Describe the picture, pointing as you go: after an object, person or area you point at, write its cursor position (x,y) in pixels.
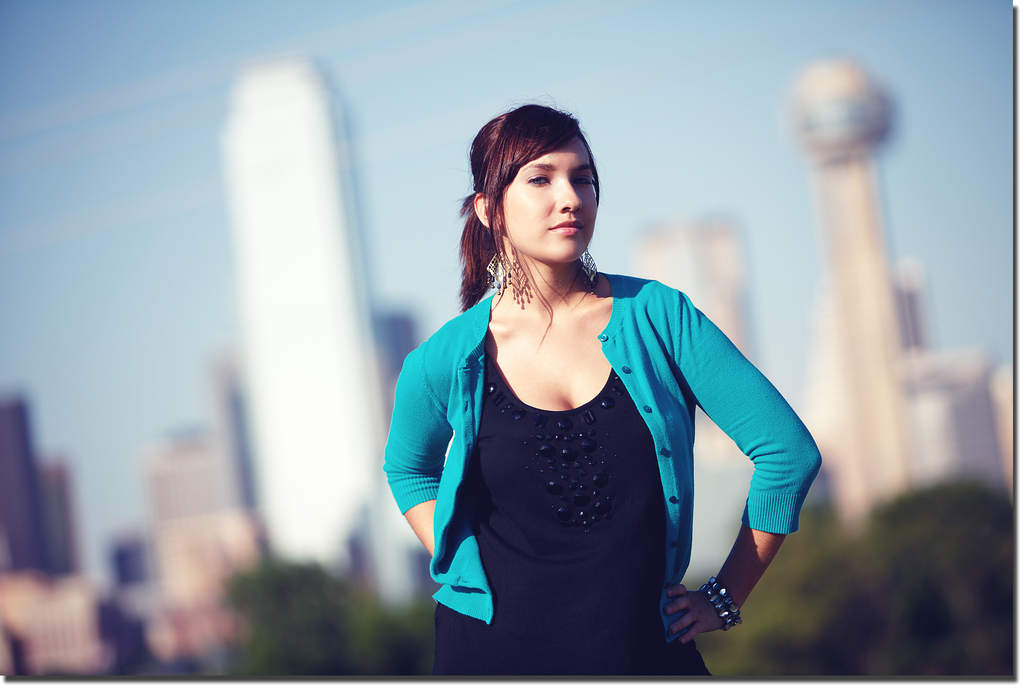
In the center of the image (597,352) we can see a lady (547,322) standing. In the background (296,447) there are buildings (293,545), trees (346,591) and sky (668,94).
